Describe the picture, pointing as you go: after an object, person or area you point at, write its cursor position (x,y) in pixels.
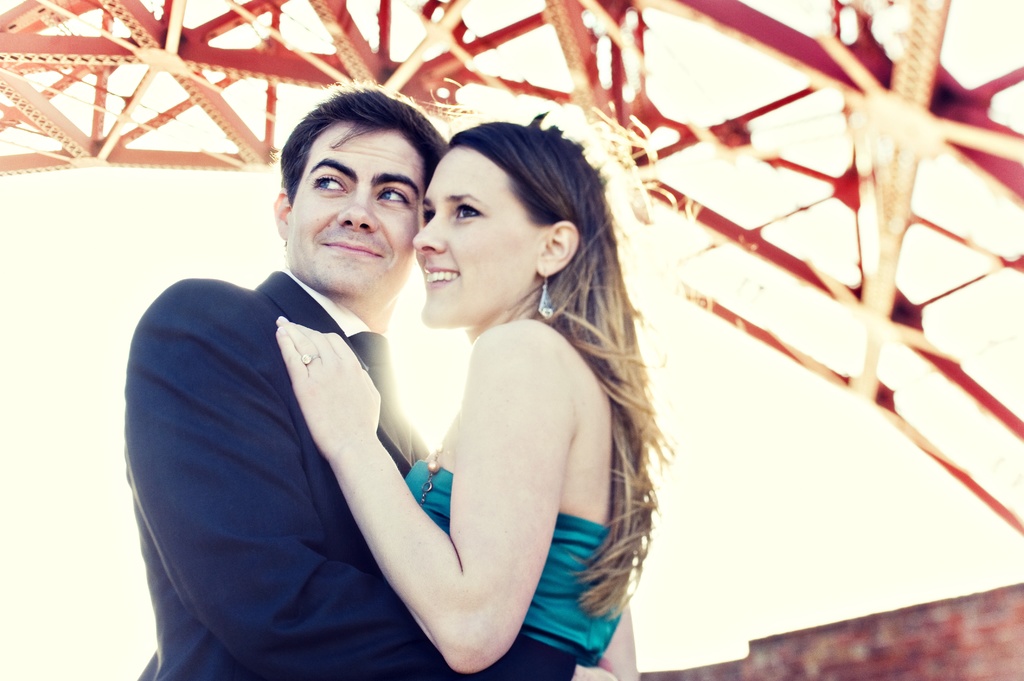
This picture seems to be clicked outside. On the right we can see a woman (519,365) smiling and standing. On the left (288,373) we can see a man (329,264) wearing a suit (302,424), smiling and standing and both of them are hugging each other. In the background (909,143) we can see the metal rods (722,141) and some other objects (836,628).
